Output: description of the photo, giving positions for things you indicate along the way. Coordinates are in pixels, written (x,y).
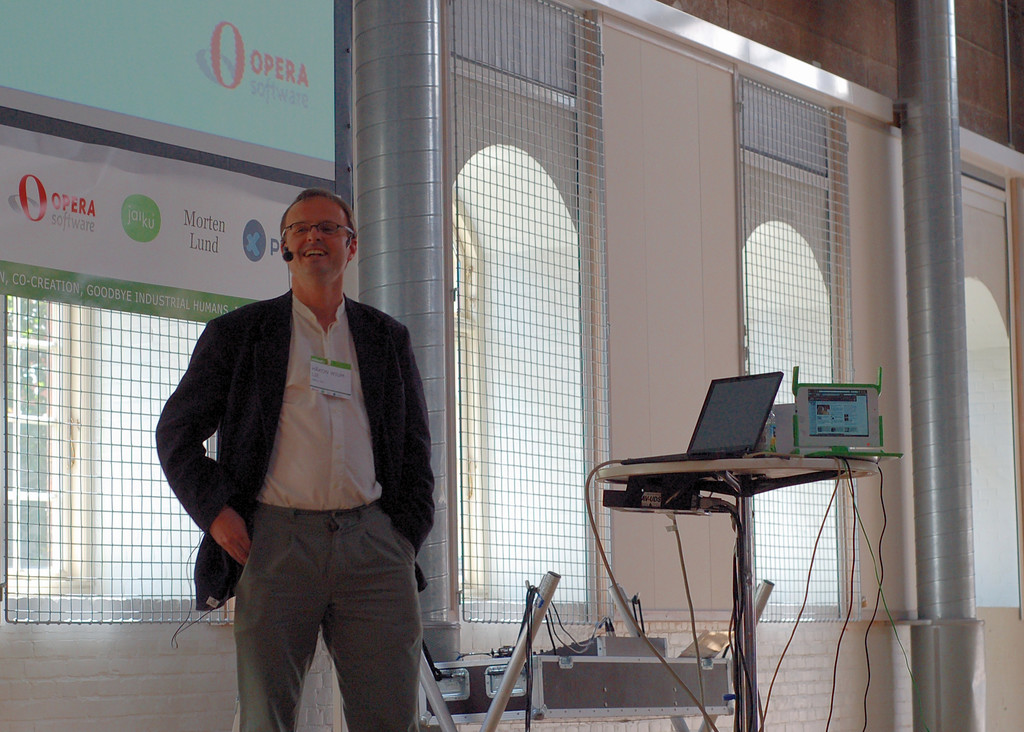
In this picture I can see a man (206,431) standing and smiling, there are laptops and a bottle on the table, there are some objects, there are windows (19,410) covered with meshes (59,410), there is a banner (257,257) and a screen (319,92).
